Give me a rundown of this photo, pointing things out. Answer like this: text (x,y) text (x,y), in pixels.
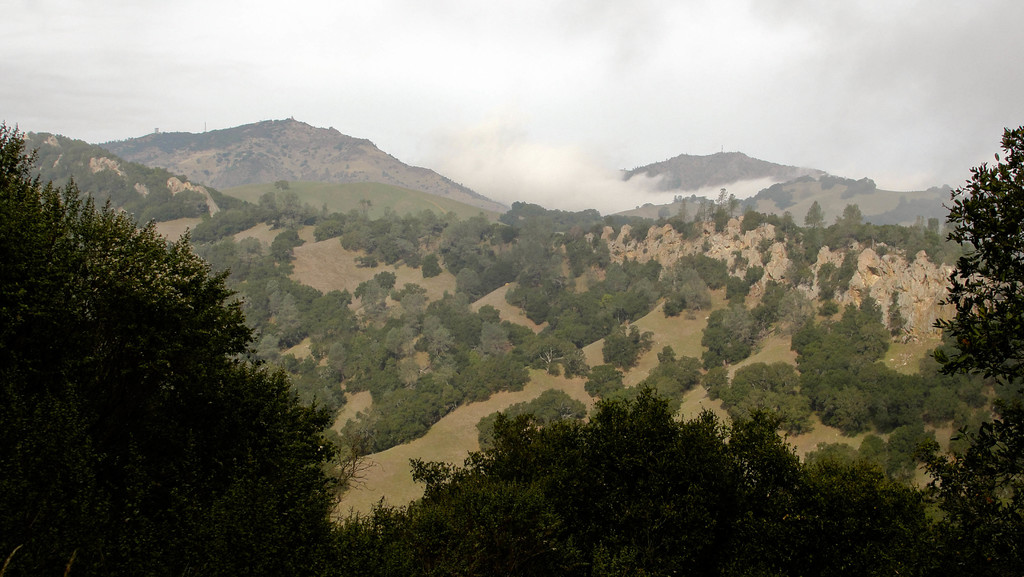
This image is taken outdoors. At the top of the image (132,80) there is the sky (538,65) with clouds (565,107). In the background (249,196) there are a few hills (718,177). There is a ground (438,450) with grass (698,338) on it. There are a few rocks (878,282) and there are many trees (324,216) and plants (291,342) on the ground (435,429). At the bottom of the image (177,535) there are many trees (299,449) with green leaves (646,474), stems (840,503) and branches (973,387).
